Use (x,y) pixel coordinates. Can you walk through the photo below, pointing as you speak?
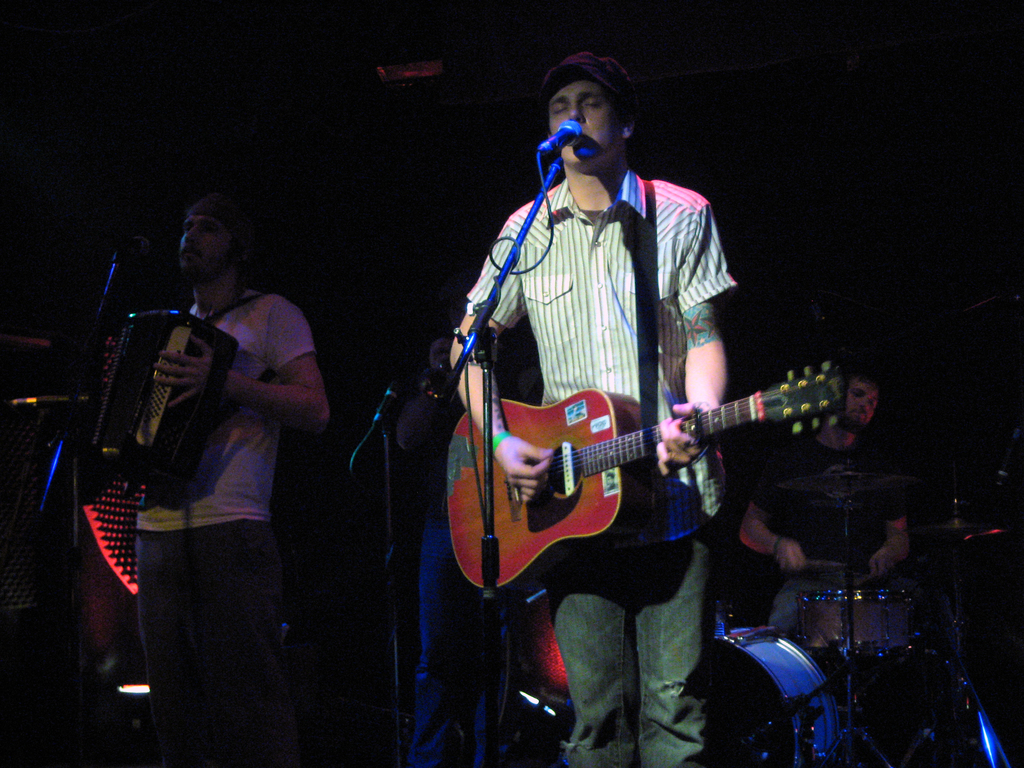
This person (634,208) is holding a guitar (540,505) and this person (238,486) is holding a musical instrument (179,427). This is mic (578,130) with mic holder (493,741). This person (782,553) is sitting and plays a musical instruments (893,615).
